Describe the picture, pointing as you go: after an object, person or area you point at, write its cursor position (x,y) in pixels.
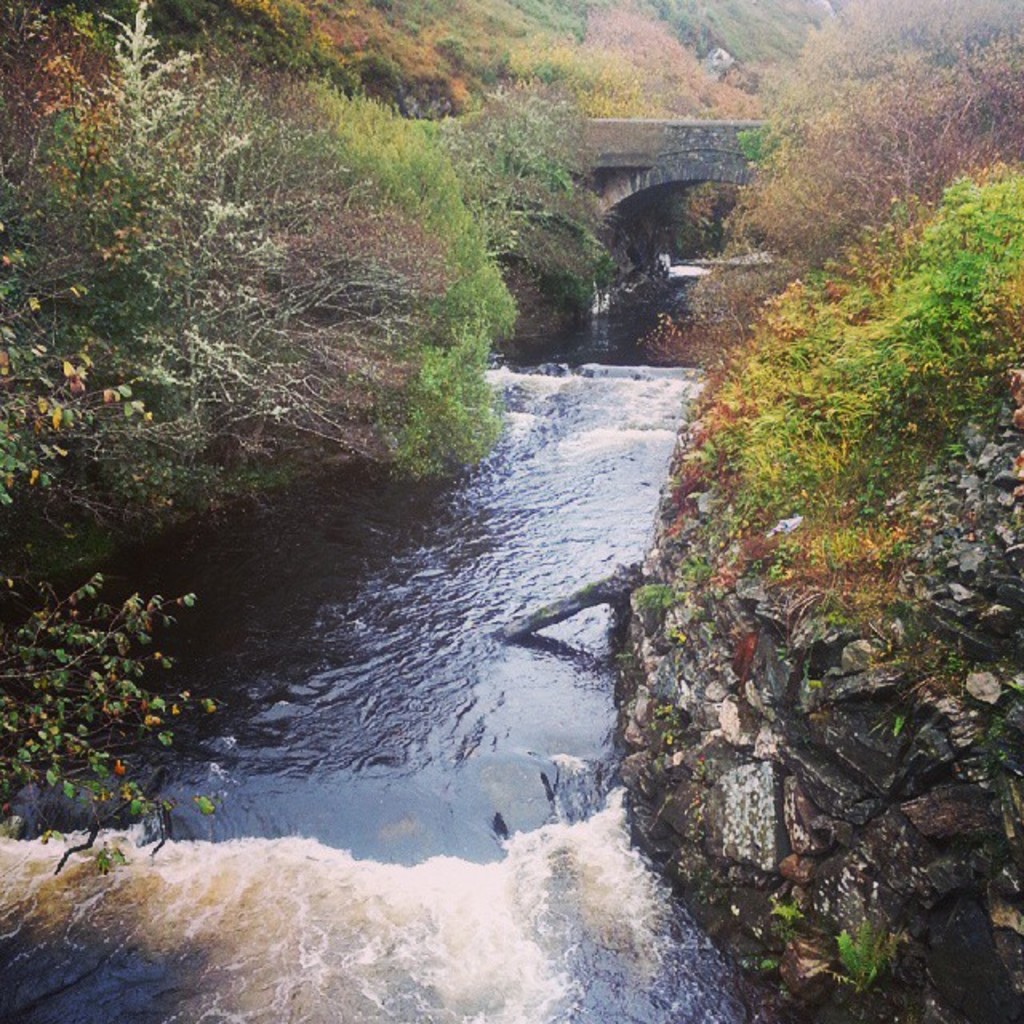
In this image I can see the water (454,538). To the side of the water (282,513) I can see many trees (48,164) and the rock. I can also see the bridge (650,142) in the back (630,132).
